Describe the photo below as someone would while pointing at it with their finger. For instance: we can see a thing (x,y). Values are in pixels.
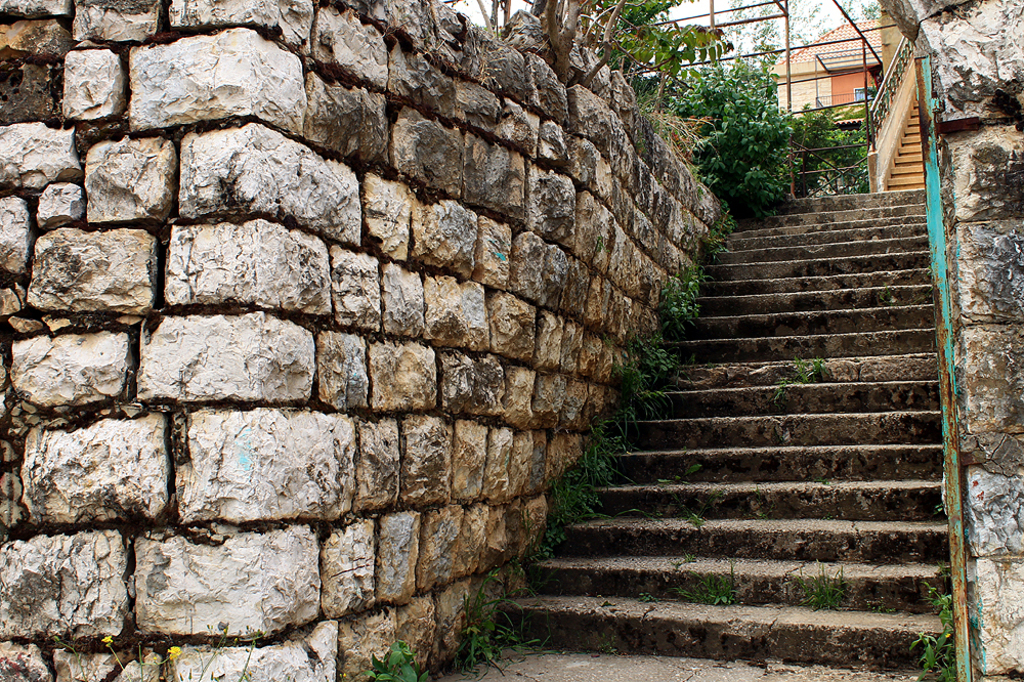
In this image we can see walls (1016,482), grass (693,118), steps (748,406), railing (890,86), poles (933,221), plants (761,111), and trees (815,131). Here we can see a house (854,53) and there is sky (784,45).
